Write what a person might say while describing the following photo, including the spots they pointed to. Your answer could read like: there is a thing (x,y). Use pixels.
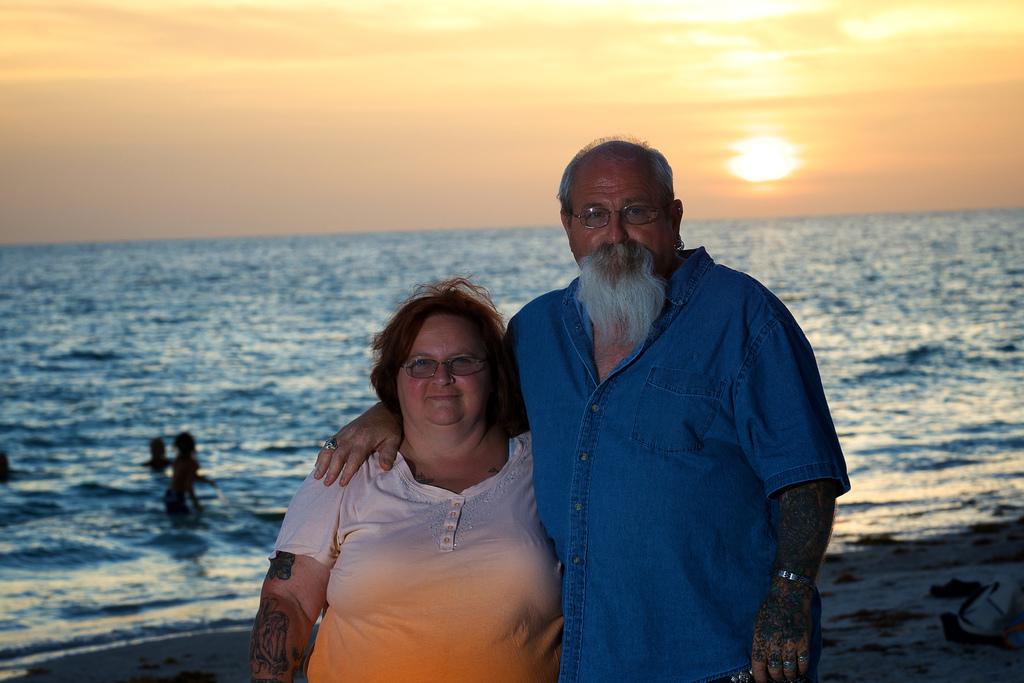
In this picture we can see a man (572,587) and a woman (431,501) wore spectacles (591,215) and standing and smiling and at the back of them we can see two people (161,467) in the water (238,459), sand (840,588) and in the background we can see the sky (509,71) with clouds (711,87).
